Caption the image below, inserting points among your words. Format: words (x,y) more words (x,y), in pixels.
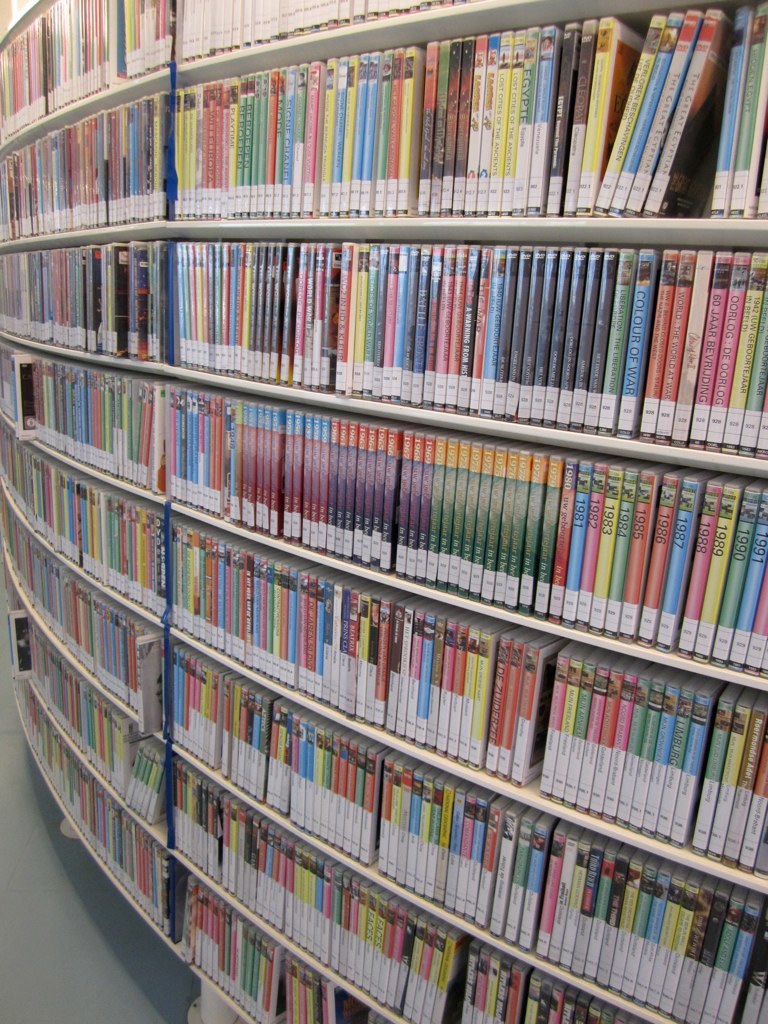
In this image there are DVD cases (255,486) placed on a shelf (205,768).
